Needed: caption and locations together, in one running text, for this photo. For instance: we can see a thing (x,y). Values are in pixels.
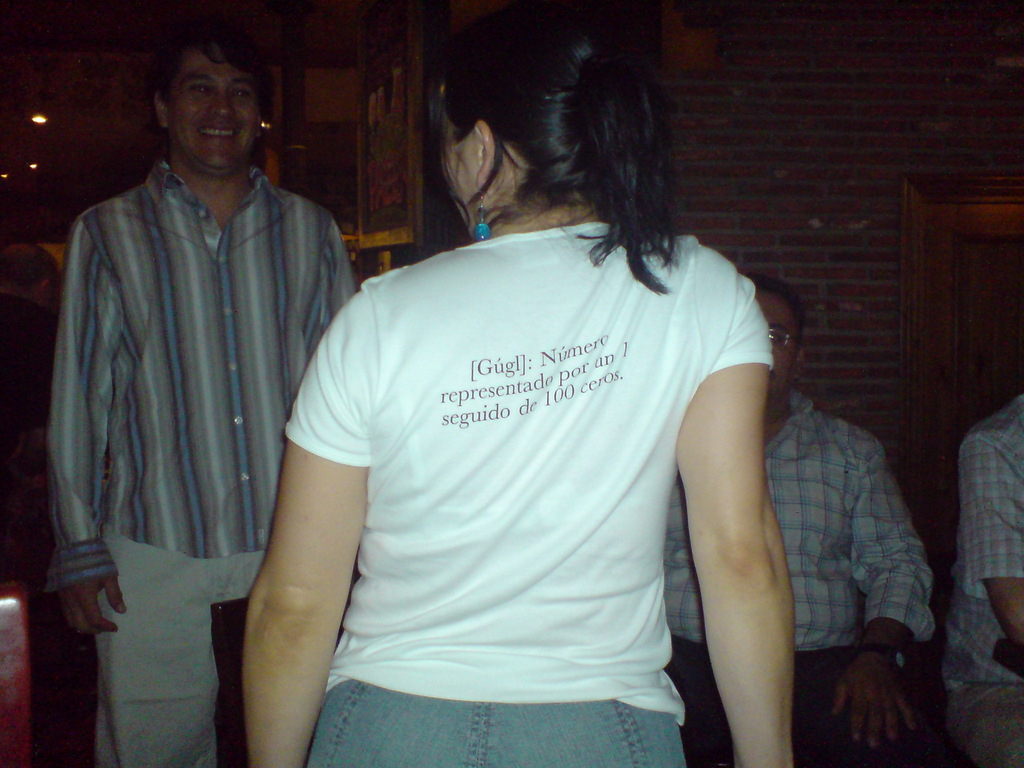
In the picture we can see a woman (715,483) standing back side and she is in white T-shirt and in front of her we can see a man (244,325) standing and laughing and beside him we can see two men (985,484) are sitting on the bench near the wall (967,116) and to it we can see a photo frame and a wooden frame (991,247).
